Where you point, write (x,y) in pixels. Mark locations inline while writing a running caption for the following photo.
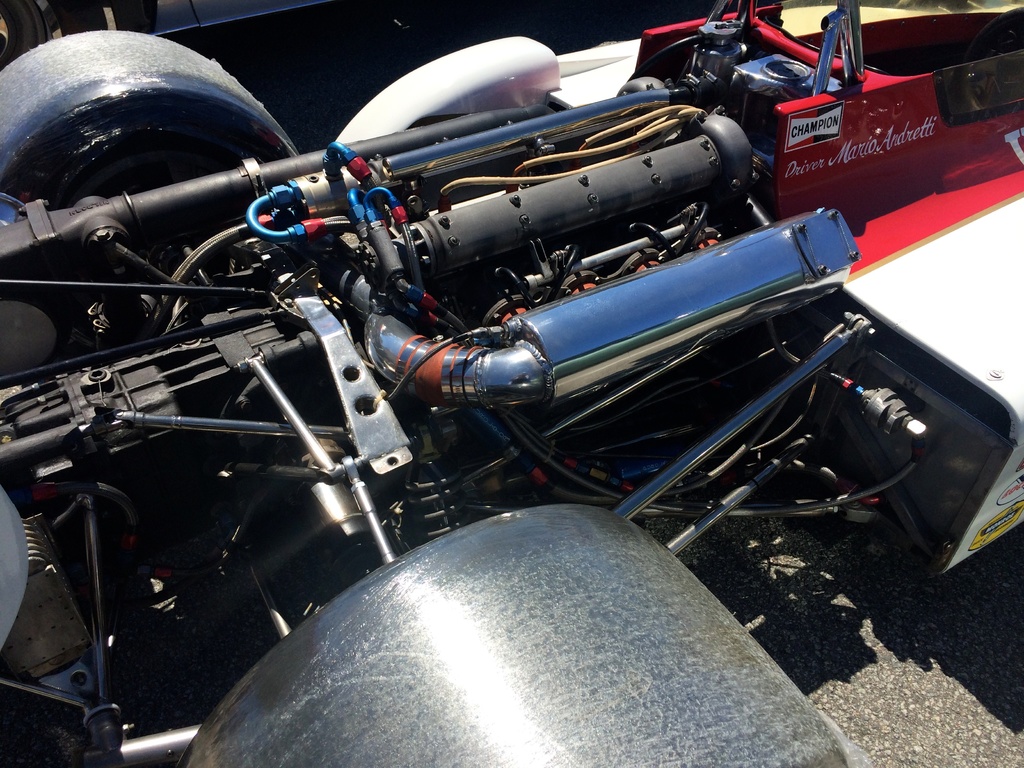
In this picture there is a vehicle (563,387) and there are wires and there are parts (563,387) of the vehicle (816,291) and there is a text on the part (880,126) of the vehicle (878,105).
